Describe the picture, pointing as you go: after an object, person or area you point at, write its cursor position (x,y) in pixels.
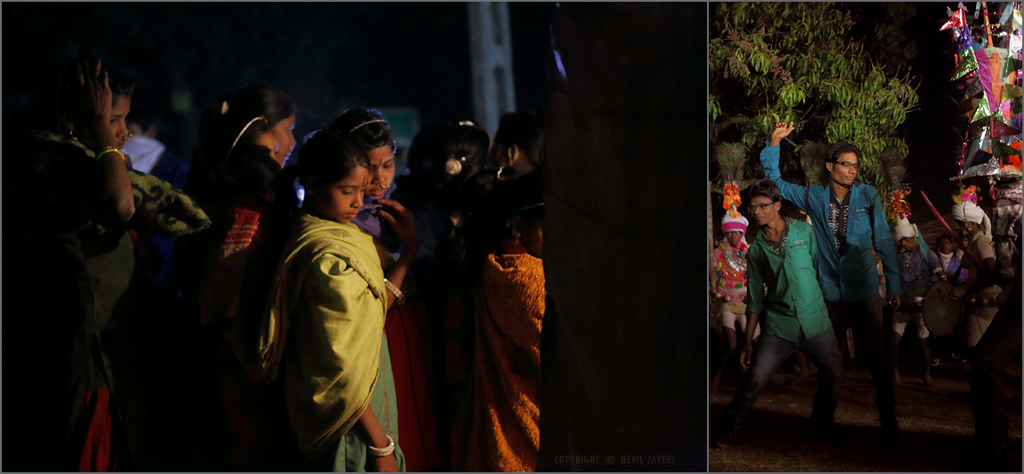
On the left side (248,121) there are many women (297,241). There is a curtain (643,291). On the right side (866,290) there are many men (885,338). Some are dancing. In the front (785,226) two persons (783,264) are wearing specs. In the back (733,220) some are wearing cap (732,226). Also some are playing musical instruments (936,288). In the back (793,65) there is a tree (819,89). Also there are some decorative items (980,106).
